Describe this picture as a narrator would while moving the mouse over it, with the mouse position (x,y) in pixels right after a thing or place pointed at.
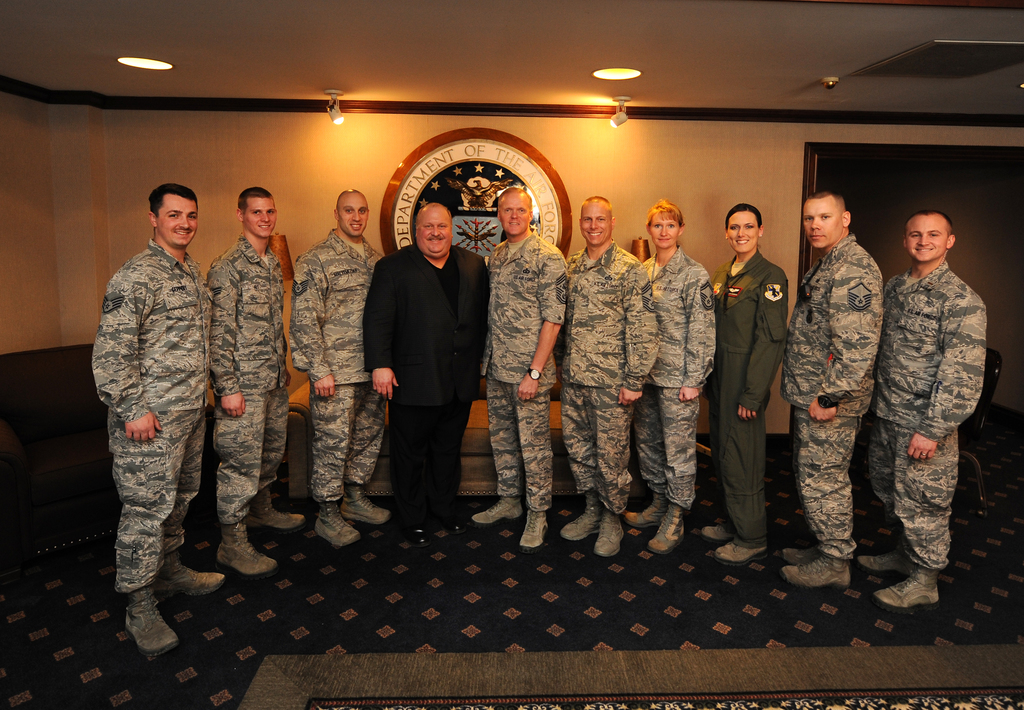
In the image we can see there are people (486,382) standing on the floor (63,672) and there is a floor mat (545,670) kept on the ground (422,601). Behind there is a logo (559,191) on the wall (709,186) and there are lightings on the top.
